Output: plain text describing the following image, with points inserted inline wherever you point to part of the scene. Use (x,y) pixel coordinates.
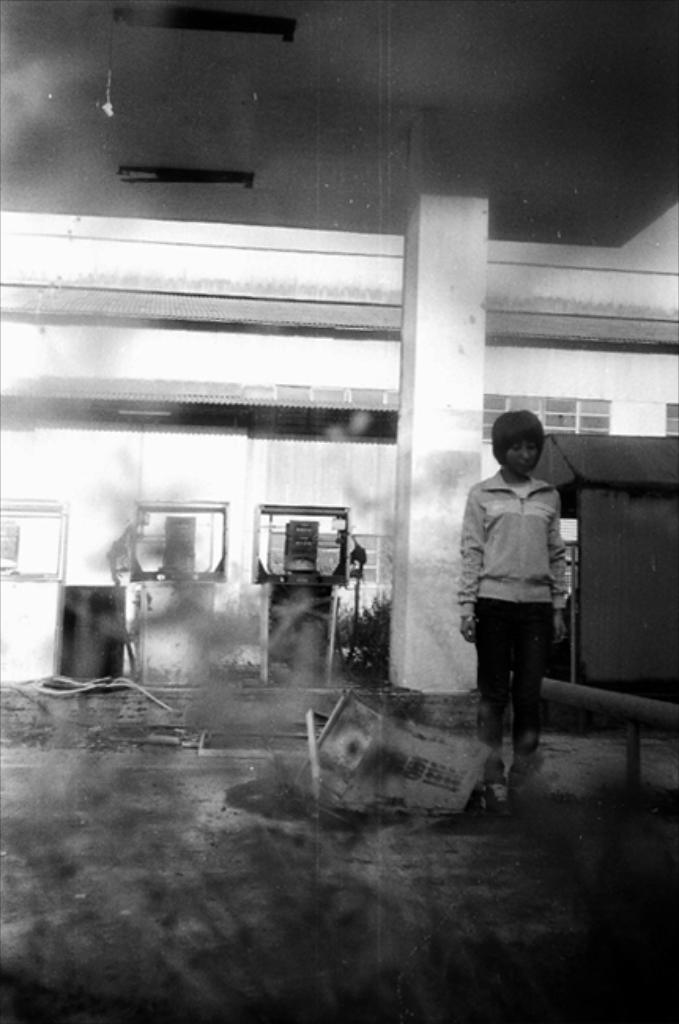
In this image we can see a person (485,785) standing on the floor (605,760). Here we can see a machine (377,762) on the floor (392,703). In the background (331,386), we can see the building (367,261). This is looking like a tent (663,459) on the right side (677,556).
